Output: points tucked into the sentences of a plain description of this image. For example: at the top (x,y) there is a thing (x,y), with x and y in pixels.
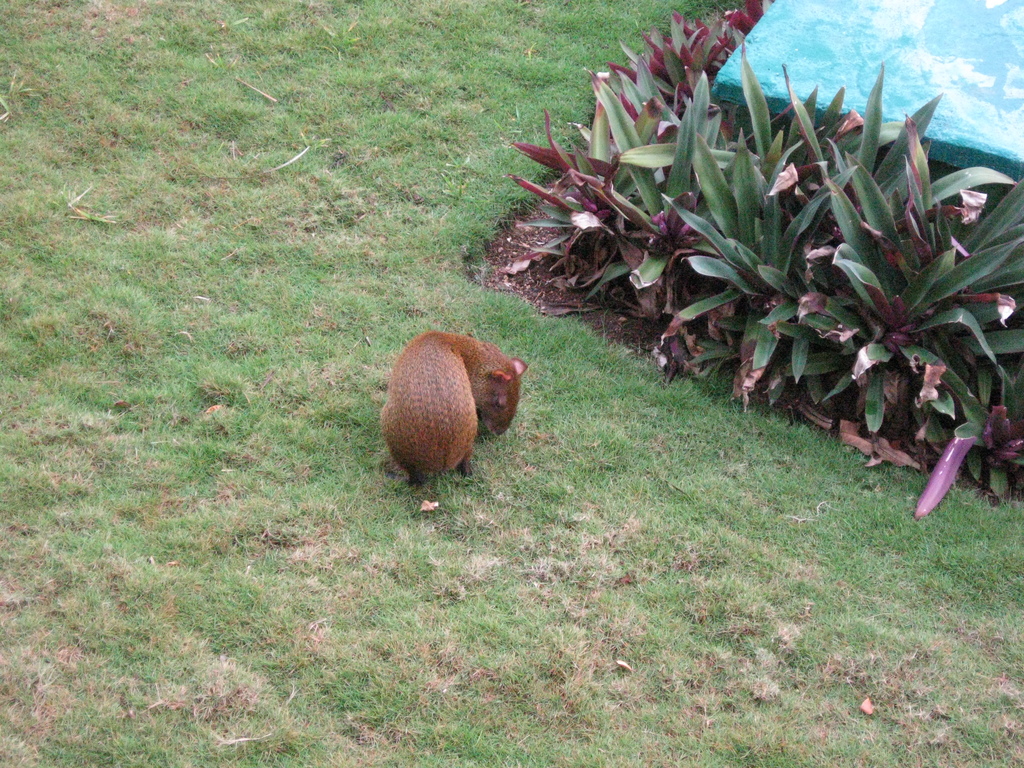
This picture is taken from the outside of the city. In this image, in the middle (495,418), we can see an animal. On the right side (874,298), we can see some plants (884,199). In the right corner (856,17), we can also see a blue color object (974,113). In the background (487,83), we can see a grass (445,613).
